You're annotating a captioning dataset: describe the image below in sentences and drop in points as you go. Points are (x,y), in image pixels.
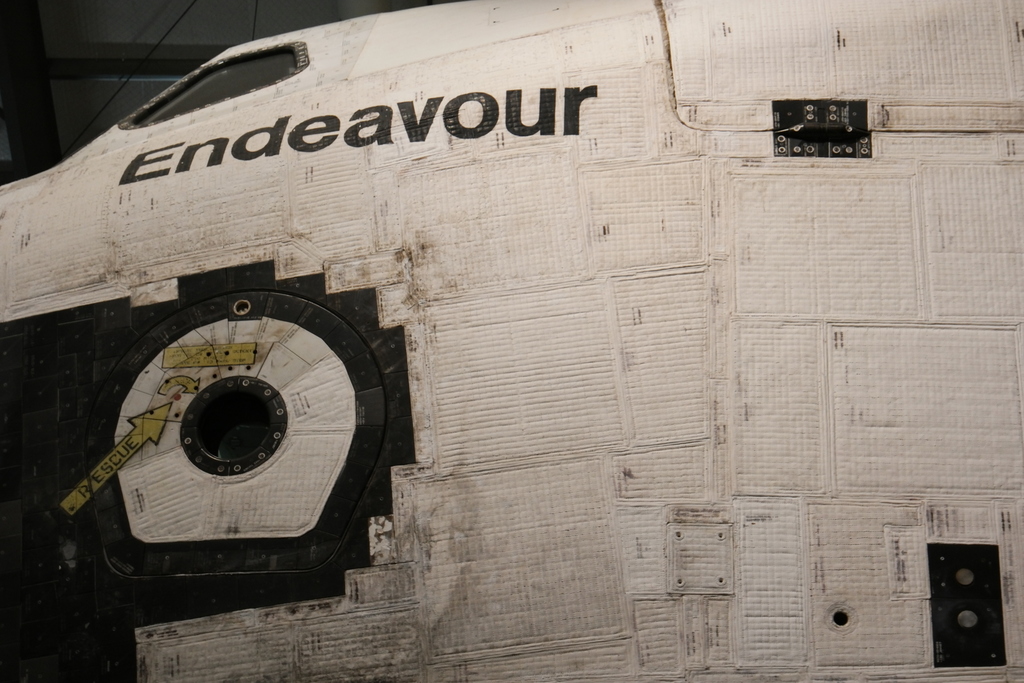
In this picture we can see a space shuttle (364,220) in the front (416,213), on the left side (320,143) there is some text (352,126), we can see a dark background (86,104).
